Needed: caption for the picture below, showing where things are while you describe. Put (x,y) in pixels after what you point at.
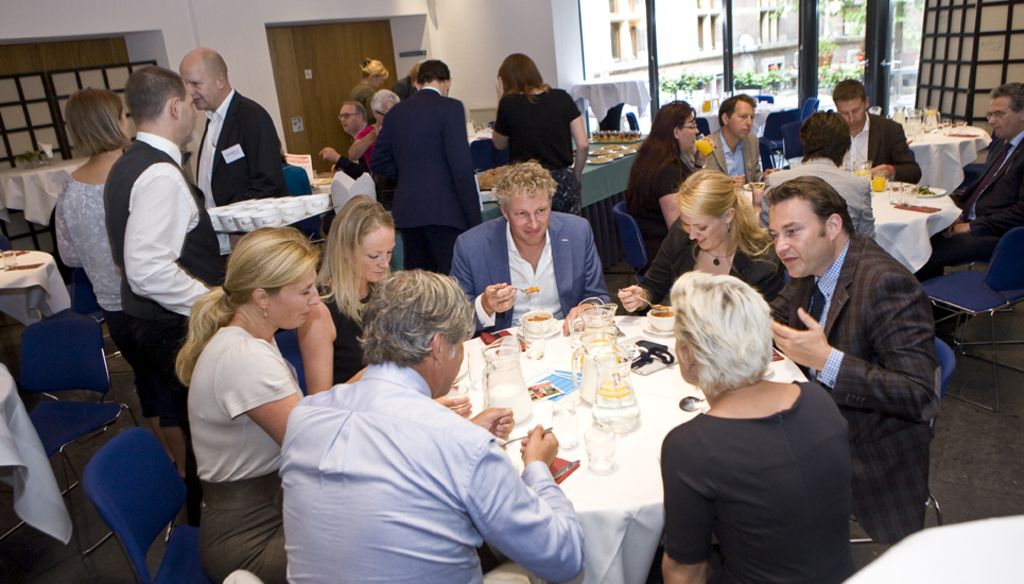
Here we can see a group of people (387,224) sitting on chairs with table (567,364) in front of them having food (535,291) and jars (623,379) of water (622,399) and some people (452,136) are also standing and outside we can see building (606,32).
